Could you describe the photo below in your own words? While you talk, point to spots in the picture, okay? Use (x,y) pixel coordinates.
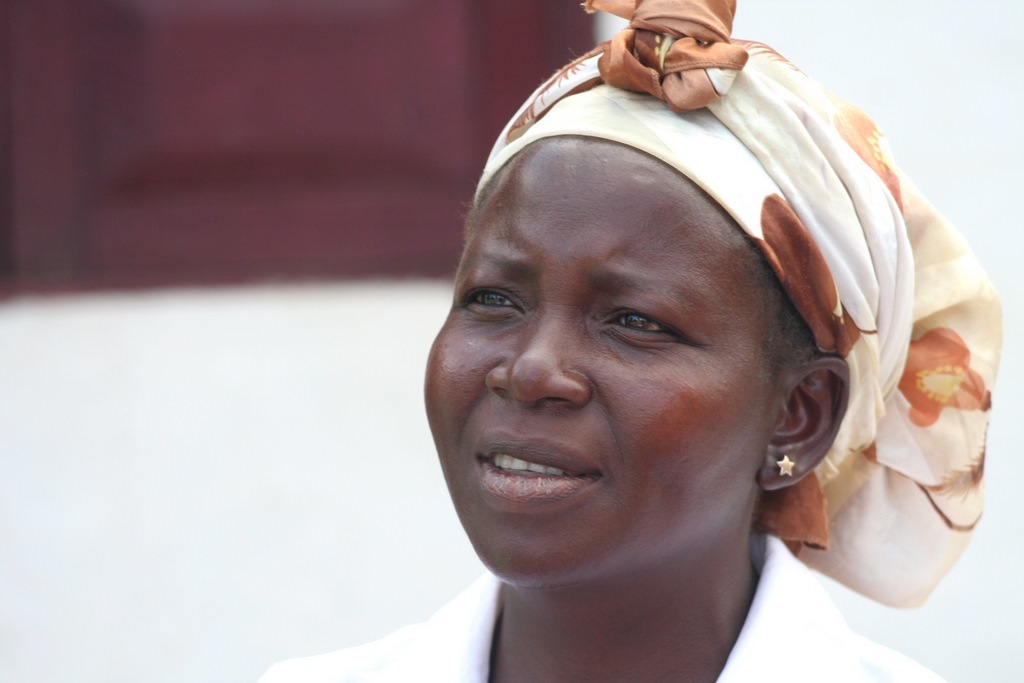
In this picture I can see a woman (579,118) and she wore a cloth (689,138) on her head (620,147) and looks like a window (589,41) to the wall (1022,180) on the back (427,185).
